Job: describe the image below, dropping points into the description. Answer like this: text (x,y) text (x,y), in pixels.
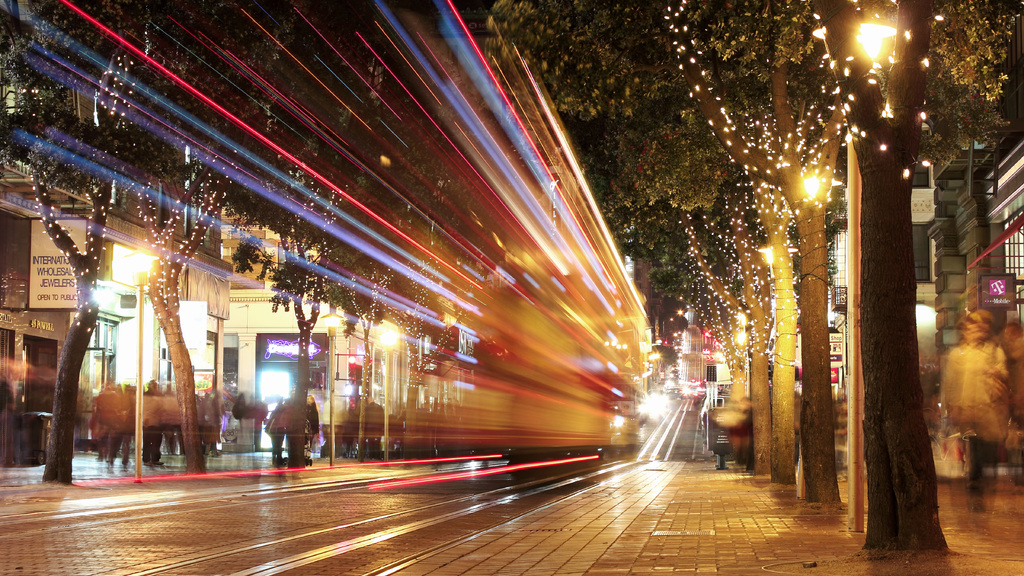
In this image, we can see lighting effects (473,174) captured by camera. We can see trees (698,265) are decorated with lights (690,259). In the background (964,309), we can see buildings (971,282), people (979,379), boards (988,296), street lights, walls (257,323), walkways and few objects (708,381).
